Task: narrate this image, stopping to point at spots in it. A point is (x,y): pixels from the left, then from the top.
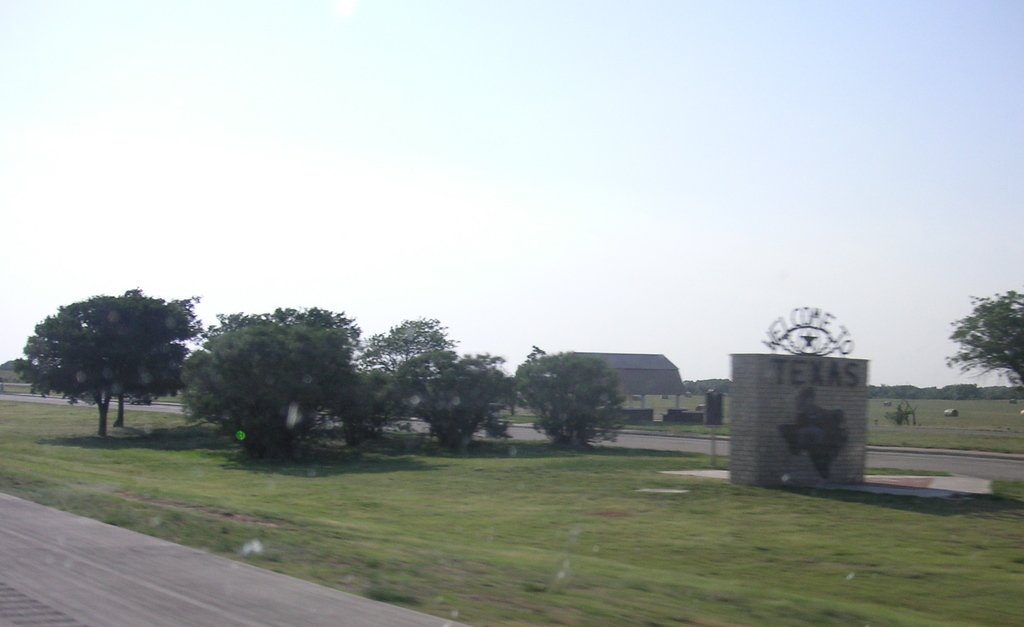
In the picture I can see trees (461,381), the grass (555,477), a building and some other objects (822,441) on the ground (322,447). In the background (349,165) I can see the sky (409,168).
